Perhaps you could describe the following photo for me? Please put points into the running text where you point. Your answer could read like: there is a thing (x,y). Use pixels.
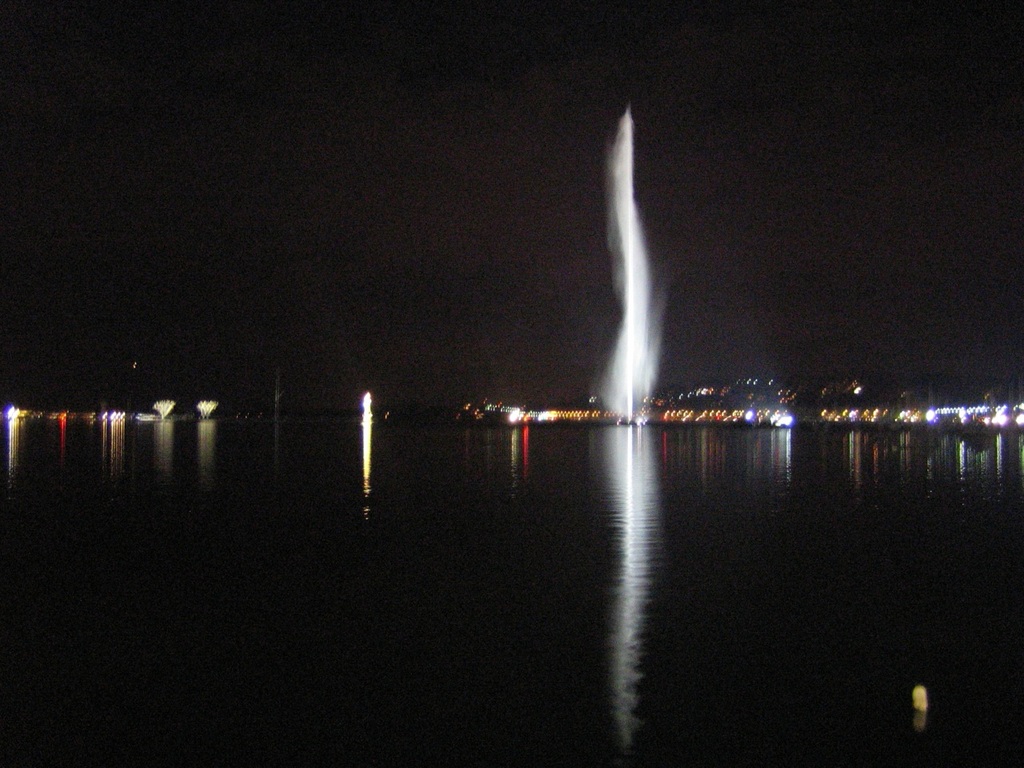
In this image I can see the water (596,485) and the fountain (638,242). In the background (607,367) I can see few lights (791,422) and the sky (325,213) which is black in color.
